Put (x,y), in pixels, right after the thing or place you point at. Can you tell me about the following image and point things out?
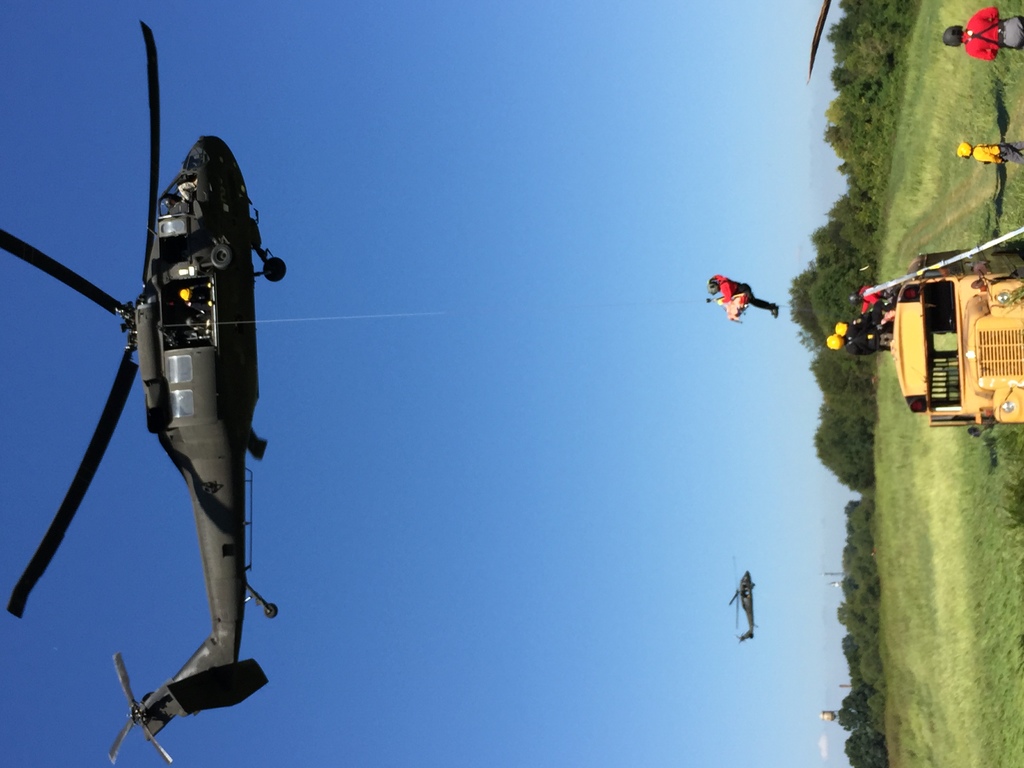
In this picture we can see couple of helicopters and group of people (890,319), on the right side of the image (916,316) we can see a truck (924,343) on the grass (990,480), in the background (866,421) we can find few trees (868,408).
